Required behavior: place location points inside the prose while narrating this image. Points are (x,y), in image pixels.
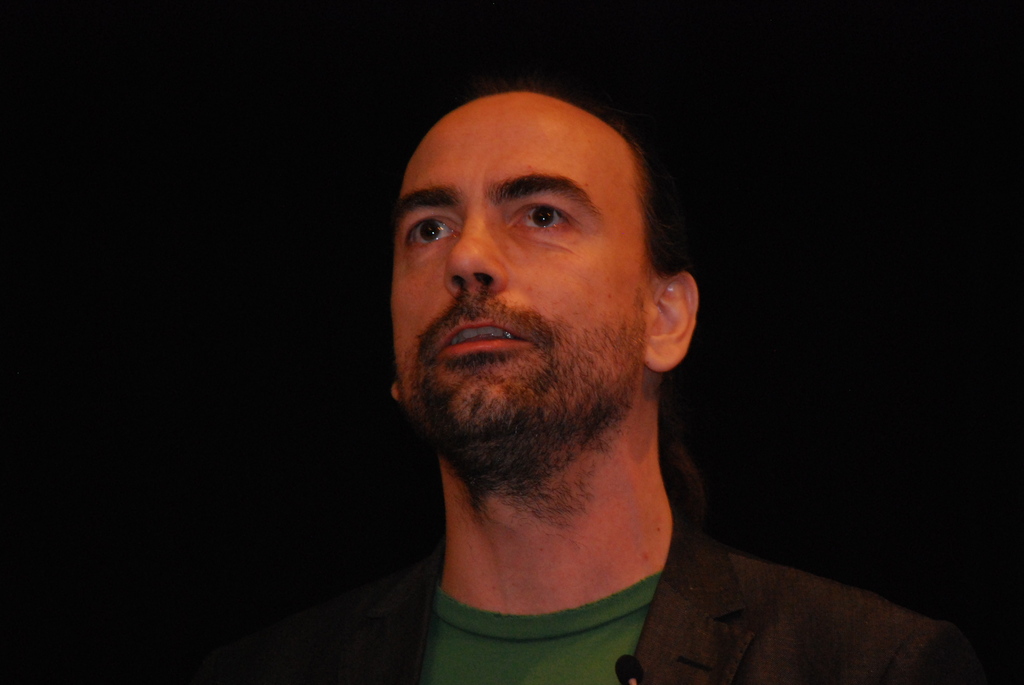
In this image there is a person (578,506) in front of a black background (302,373).
